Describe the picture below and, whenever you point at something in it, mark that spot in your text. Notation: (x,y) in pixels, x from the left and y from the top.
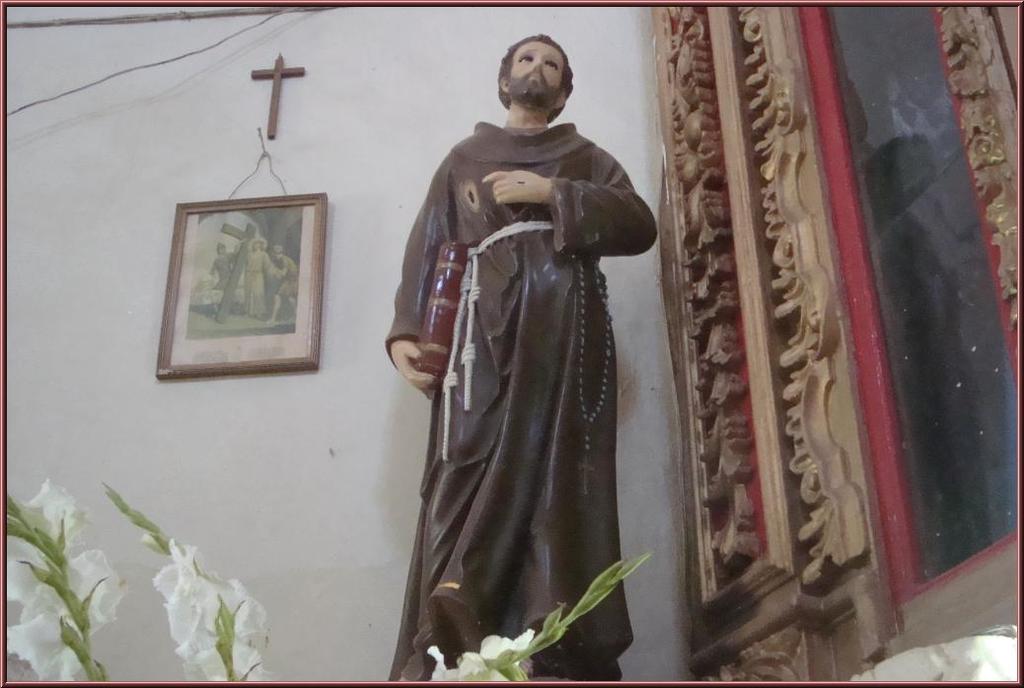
In this image we can see there is a statue (550,332), beside the statue (521,322) there is a photo frame (254,241) and cross (277,73) hanging on the wall (302,434). At the bottom of the image (73,617) there is a flower plant (86,608).
